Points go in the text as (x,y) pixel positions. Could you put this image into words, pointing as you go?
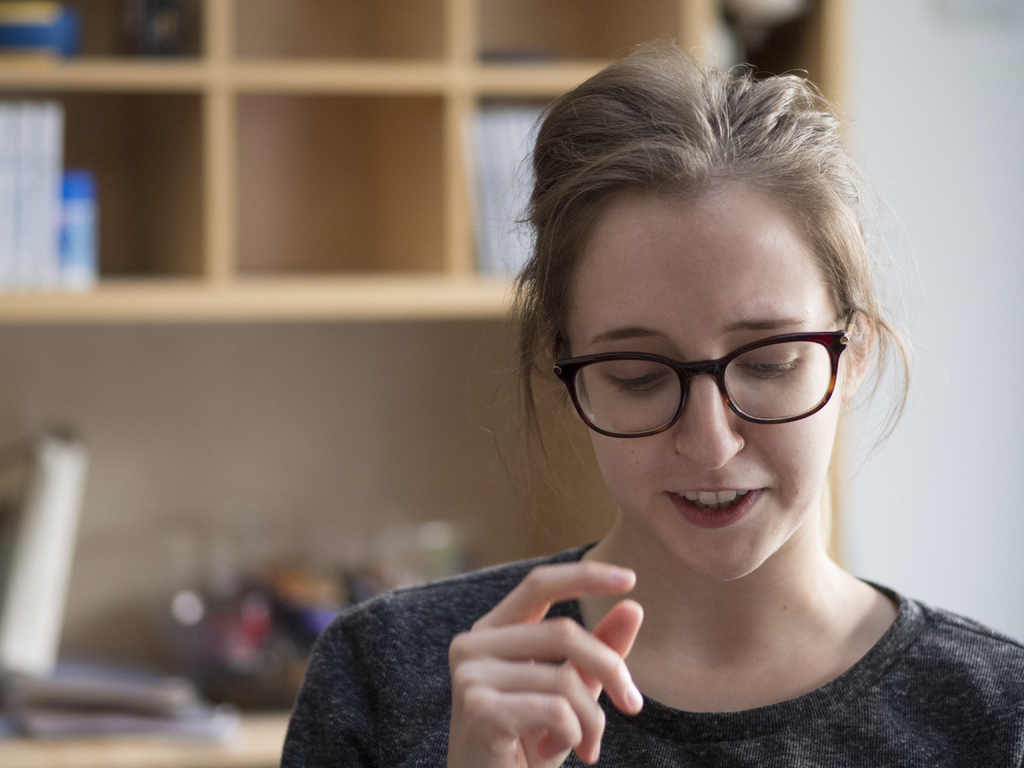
In this image, we can see a person (762,388) wearing spectacles (762,388). In the background (298,251), we can see some shelves (432,52) with objects (19,269). We can also see the wall (894,222).
